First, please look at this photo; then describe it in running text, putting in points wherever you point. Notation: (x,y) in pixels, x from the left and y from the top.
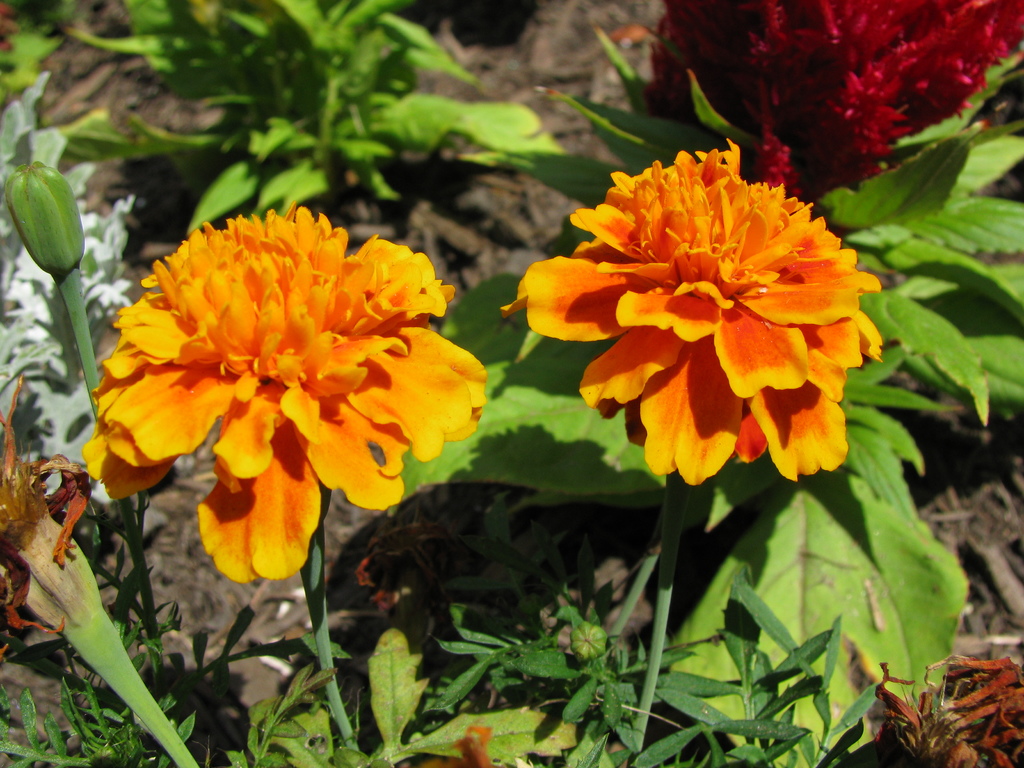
In this picture we can see orange and red flowers (767,268) on the plant (792,535). At the bottom (268,747) we can see grass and leaves (676,674).
